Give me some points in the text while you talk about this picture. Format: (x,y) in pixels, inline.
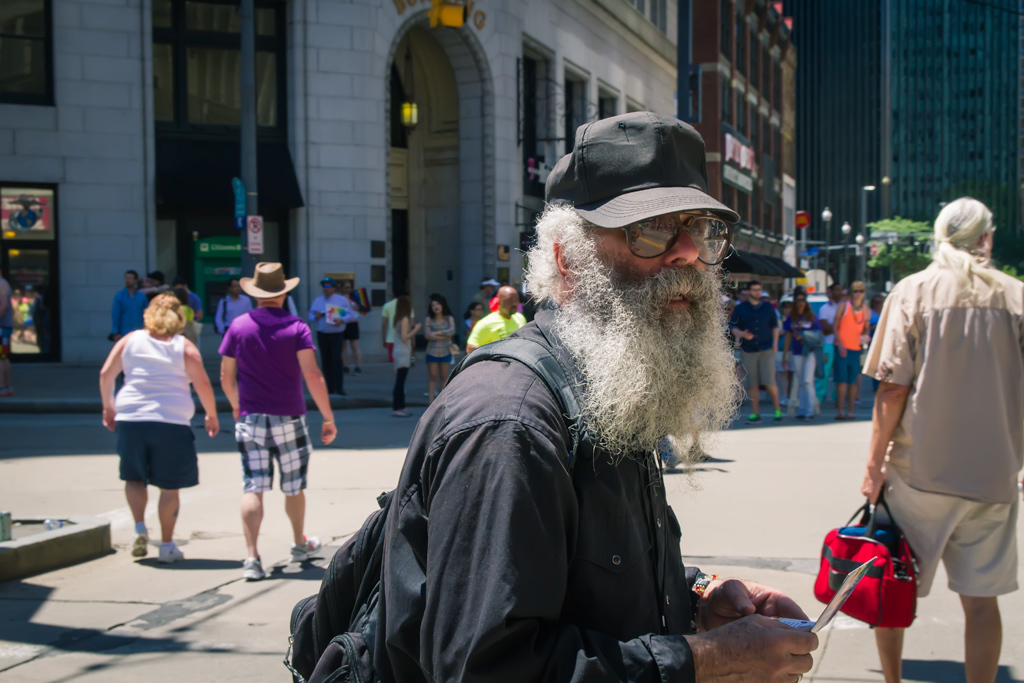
In the image in the center (466,386) we can see one person (419,472) standing and holding some object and he is wearing a cap (608,200) and backpack (358,667). On the right side of the image (1006,330), there is a person (939,445) standing and holding bag (888,606). In the background (952,125) we can see buildings (952,125), poles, banners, sign boards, wall (82,216), few people (284,341) were walking on the road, few people (330,361) were holding some objects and few other objects (883,231).
